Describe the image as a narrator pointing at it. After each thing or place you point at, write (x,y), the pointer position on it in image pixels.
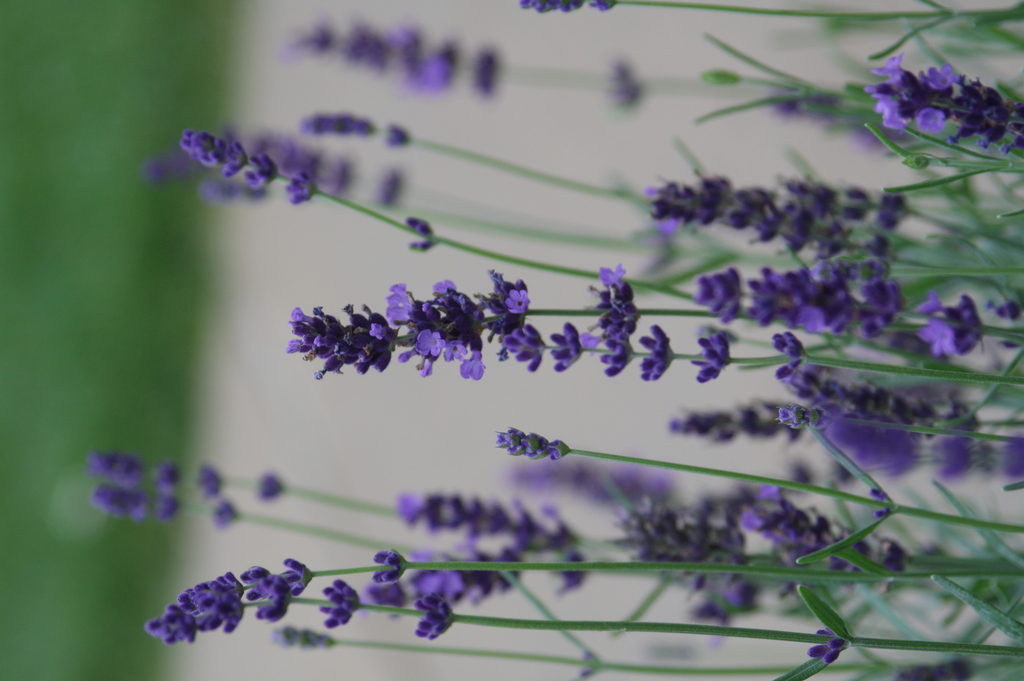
This picture consists of flower plants (428,370) in the image and the background (284,100) area of the image is blur.
